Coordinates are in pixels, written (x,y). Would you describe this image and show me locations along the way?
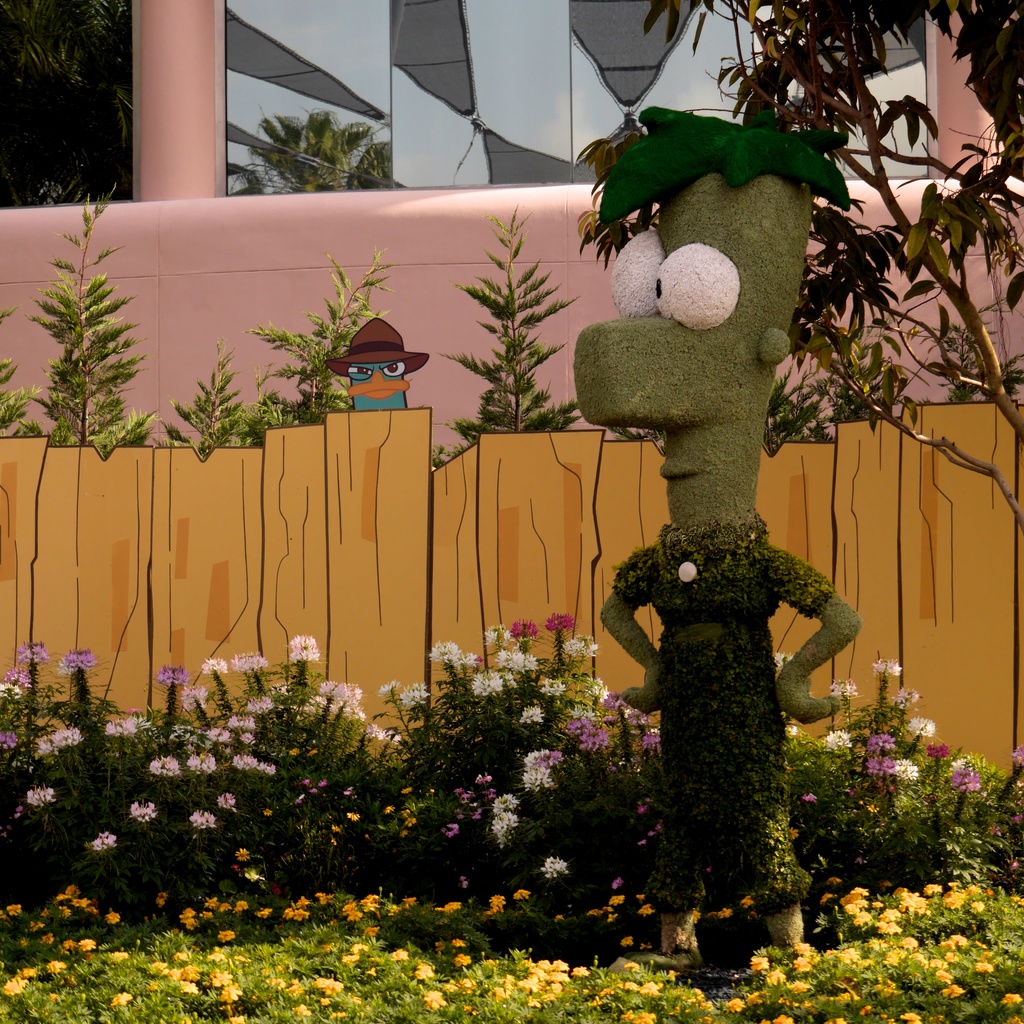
In this image, on the right (721,576) there is a toy (711,691). At the bottom (950,886) there are plants (508,892), flowers (948,906). At the top (551,271) there are plants (942,341), animated fence (553,552), cartoon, building (499,187).
